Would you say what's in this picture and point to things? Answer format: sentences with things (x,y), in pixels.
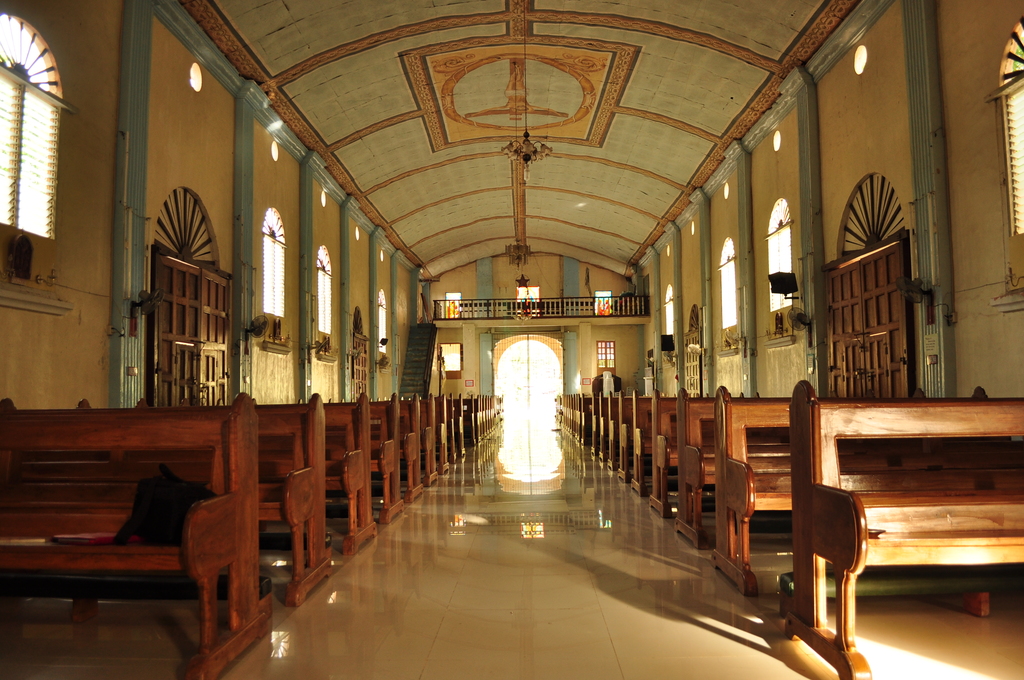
It looks like a church (360,462) there are many benches (437,456) to sit and around the benches (638,416) there are few doors (511,368) and windows (278,254).
